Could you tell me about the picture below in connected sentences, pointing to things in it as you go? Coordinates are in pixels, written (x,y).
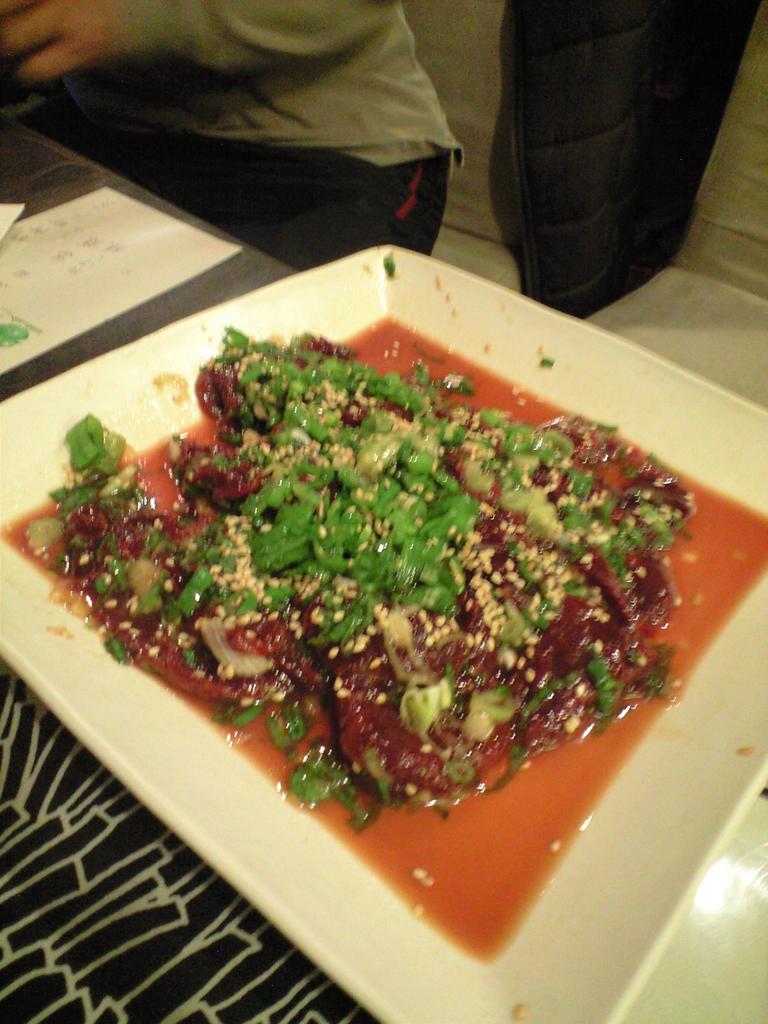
In the picture we can see a table (37,763) on it we can see a bowl (550,1023) in it we can see a soup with some vegetable salad (391,503) and behind the table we can see a person (324,191) sitting.
